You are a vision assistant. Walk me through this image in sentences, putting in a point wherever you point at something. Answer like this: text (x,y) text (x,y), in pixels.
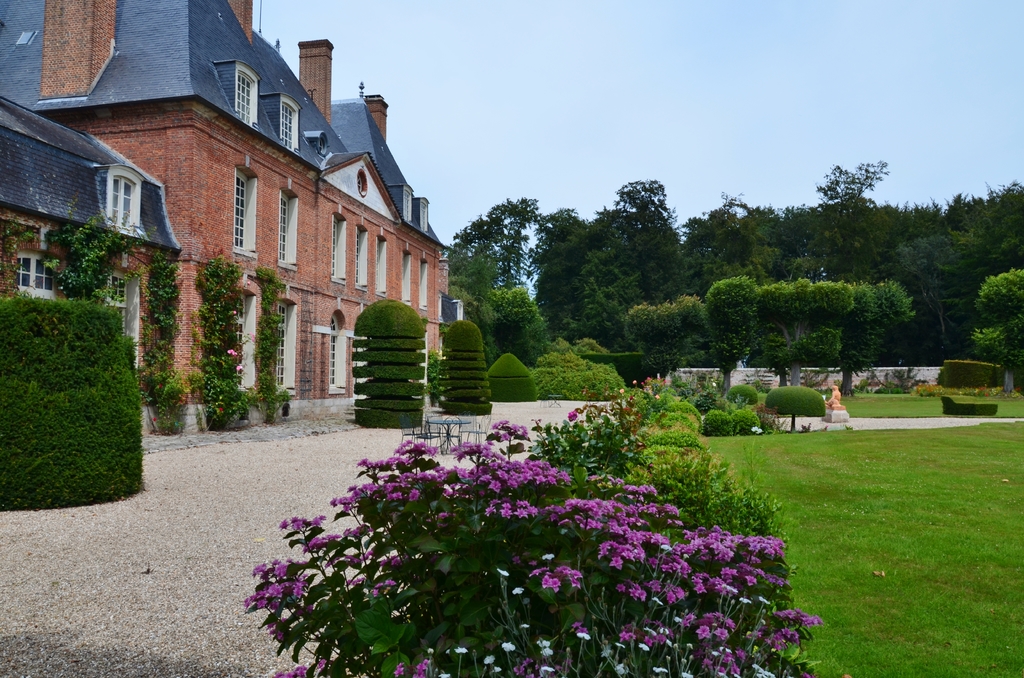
In this picture we can see the buildings (248,217), windows (425,207), pillars (328,99), poles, trees (482,287), bushes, wall (834,367), statue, chairs (474,438), table (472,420), grass (851,403). At the bottom of the image (520,530) we can see the road (222,530), flowers (645,535), plants (700,524). At the top of the image (727,76) we can see the sky (606,120).
